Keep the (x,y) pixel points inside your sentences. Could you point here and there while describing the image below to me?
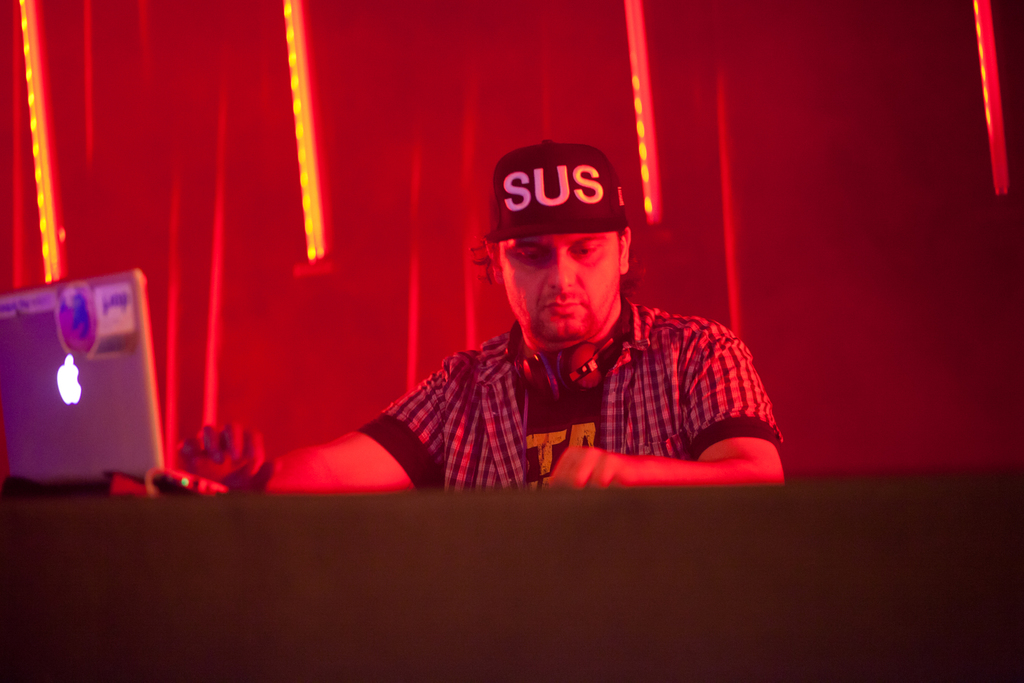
In this image we can see a person (556,236) with cap (552,214) and headphones (577,370), in front of the person (441,425) there is a laptop (84,356) and in the background (767,171) there is a wall (324,54) with lights (299,111).
